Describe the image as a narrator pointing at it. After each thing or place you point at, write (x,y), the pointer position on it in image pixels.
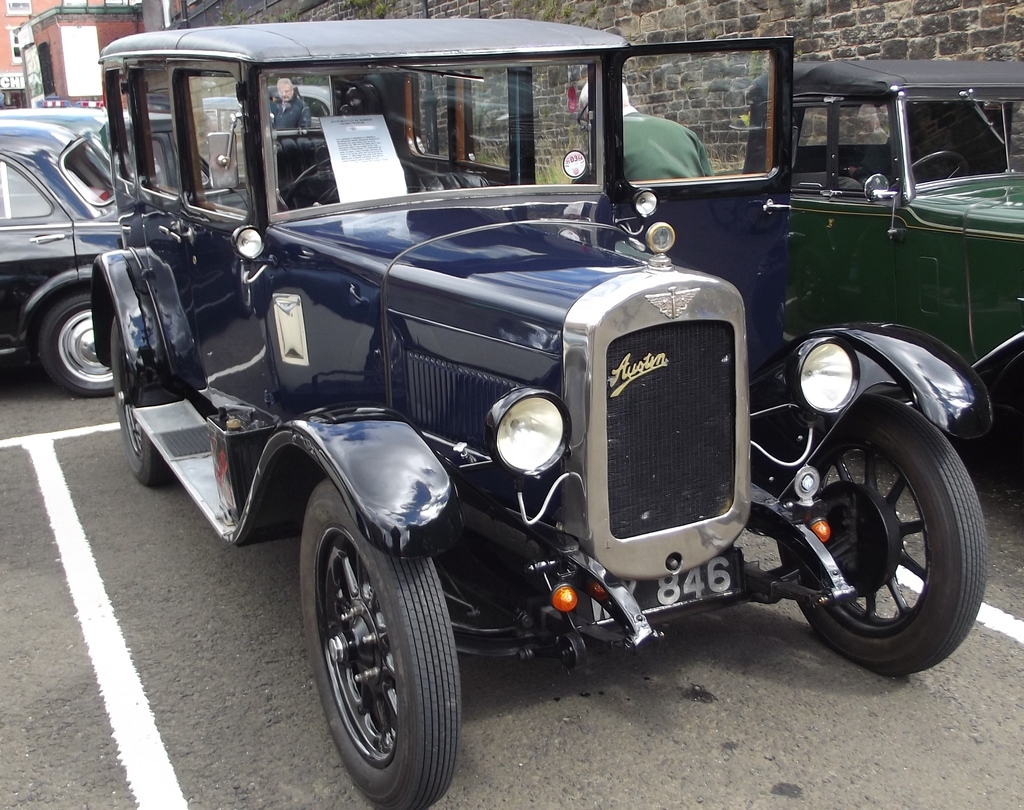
In this picture there are vehicles (503,508) on the road (93,760). In the foreground (560,90) and there is text (351,155) on the vehicle (718,207) and there are two people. At the back (6,17) there are buildings (78,24). At the bottom (84,622) there is a road (155,678).
